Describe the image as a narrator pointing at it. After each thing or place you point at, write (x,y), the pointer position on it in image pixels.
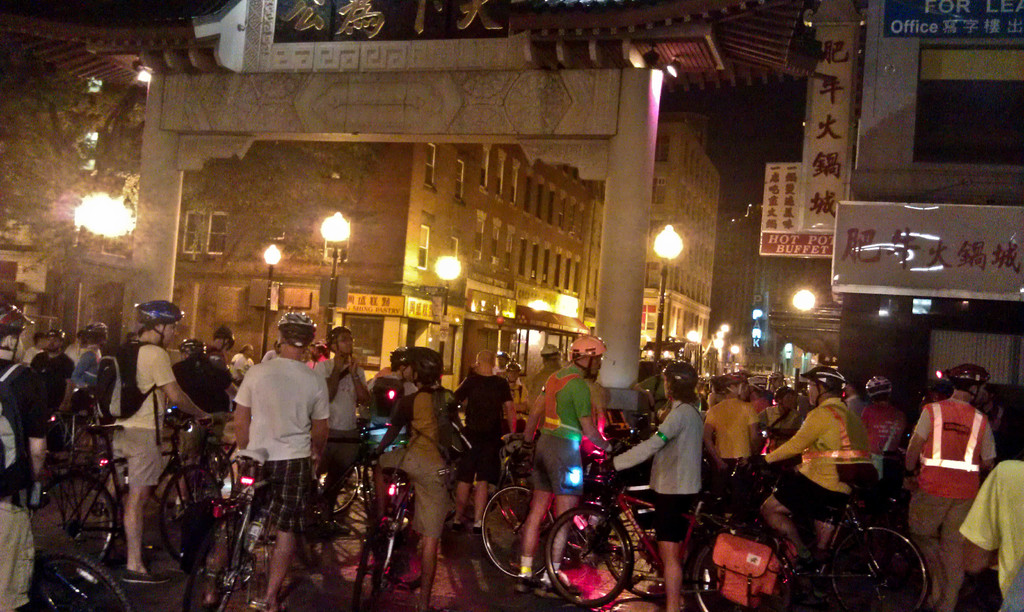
In this image I can see number of persons (383,456) are standing and holding bicycles (366,485) and I can see they are wearing helmets (961,377). In the background (624,276) I can see a white colored arch (642,126), few buildings (457,192), few trees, few lights (95,222), few boards (776,195) and the dark sky (715,96).
